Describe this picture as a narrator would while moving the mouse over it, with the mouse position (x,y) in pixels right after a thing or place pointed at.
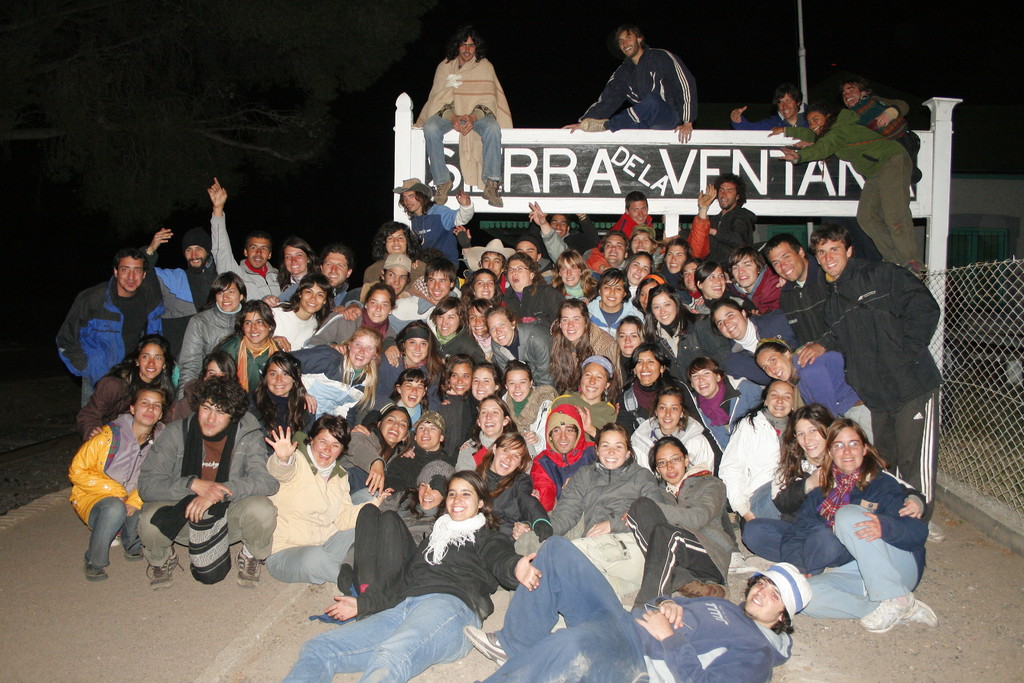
In this picture we can observe some people (494,579) sitting and some of them were laying on the road (90,614). There are men (498,160) and women (619,477) in this picture. We can observe a black color board (559,169) fixed in between these two white color poles (939,169). On the right side (974,358) we can observe a fence (983,358). The background (213,105) is completely dark.
